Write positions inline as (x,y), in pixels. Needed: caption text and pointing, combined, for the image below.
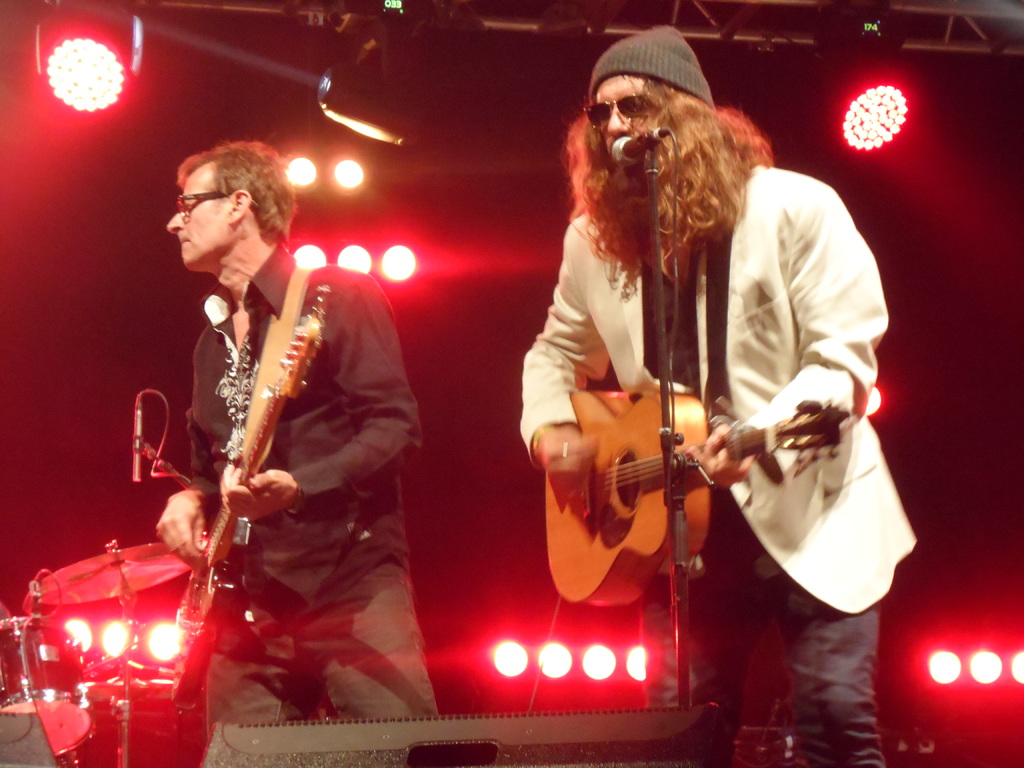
There are two people (604,343). They are playing a musical instruments (655,407). On the right side (694,241) we have a white color shirt person (691,93). He's wearing a cap (682,62).
